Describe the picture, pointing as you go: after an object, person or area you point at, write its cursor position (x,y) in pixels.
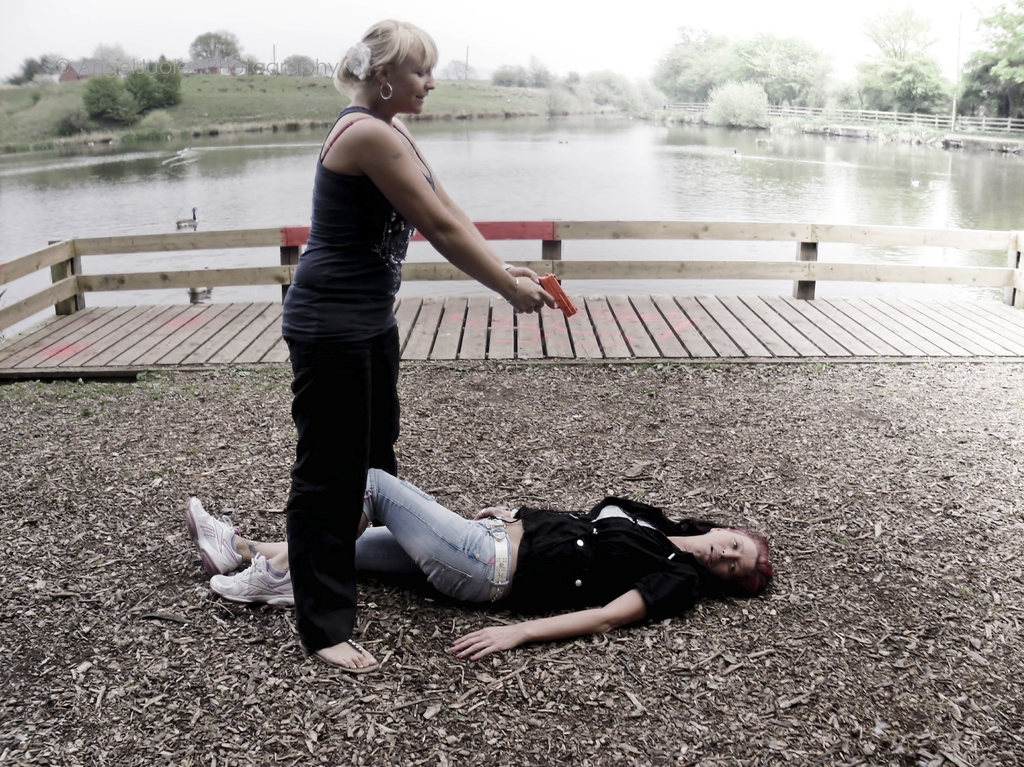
In this image I can see a woman (374,296) standing and a woman (516,508) lying on the ground (780,539). In the background (692,218), I can see the water (640,150), trees (721,77) and the sky (303,31).
